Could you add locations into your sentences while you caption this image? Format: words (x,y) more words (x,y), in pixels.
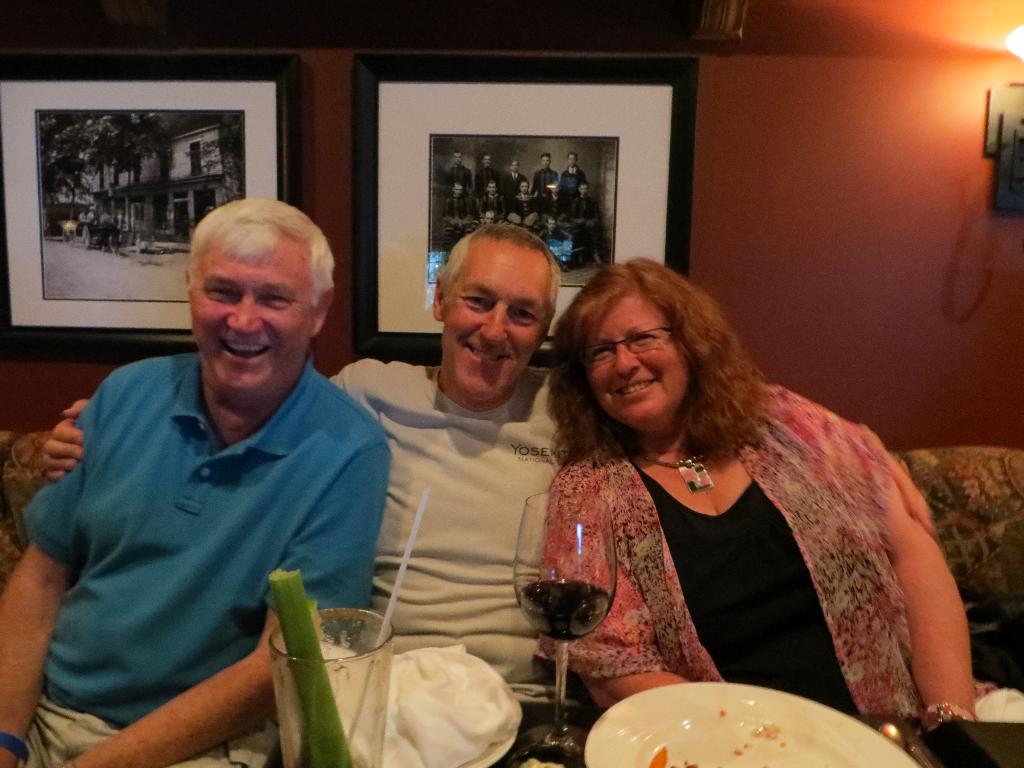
In this picture there are two old man (494,299) sitting on the sofa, smiling and giving a pose in the camera. Beside there is a old woman (689,477) wearing pink color top (863,533) and black t-shirts (709,559) smiling and giving a pose. In the front (618,698) there is a white plate (630,721) and wine glass (585,632). In the background (539,56) we can see the brown wall (716,203) with two photo frames (369,177).
